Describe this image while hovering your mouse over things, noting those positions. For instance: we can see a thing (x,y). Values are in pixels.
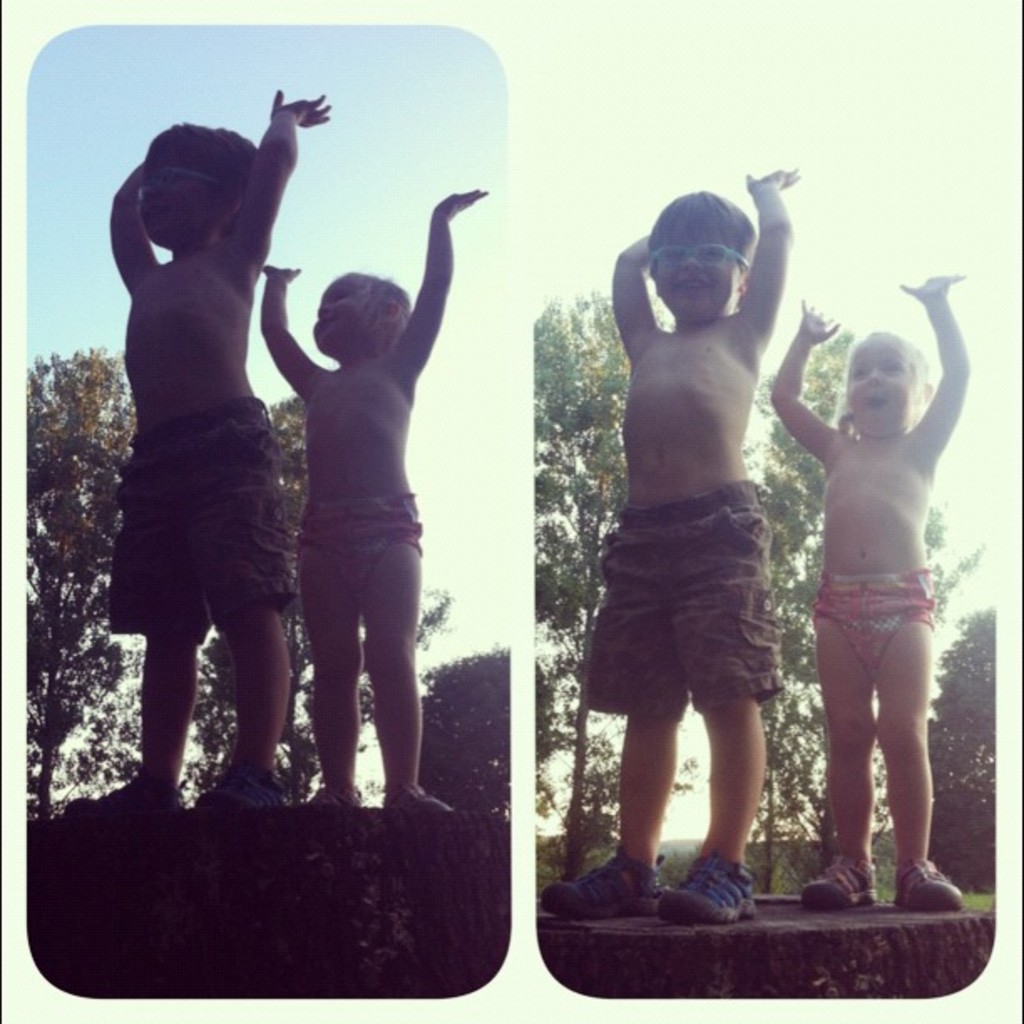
This is a collage picture. In this picture we can see the kids (936,393) wearing shoes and standing on the tree stump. We can see a boy (731,299) wearing goggles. Both are similar pictures.
